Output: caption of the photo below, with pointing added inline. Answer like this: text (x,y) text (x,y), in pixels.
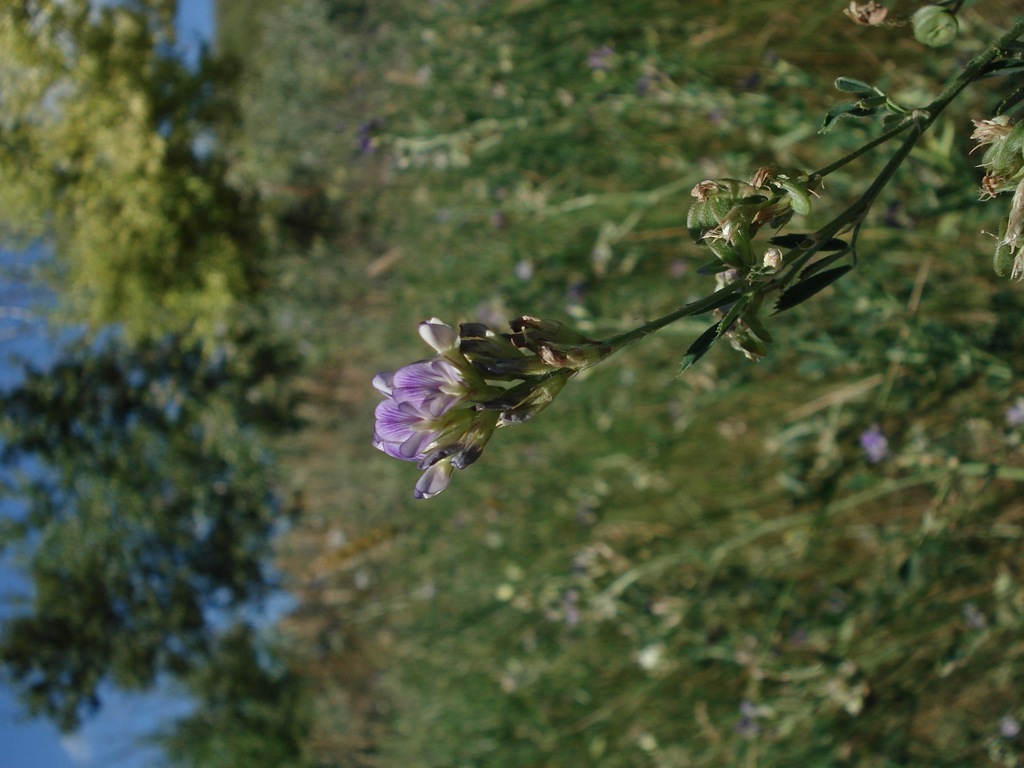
In the middle (509,427) there are flowers (460,415) and buds (545,352) to the plant (635,334), on the left side (184,302) there are trees (166,328) and there is the sky (59,347) in this image.
